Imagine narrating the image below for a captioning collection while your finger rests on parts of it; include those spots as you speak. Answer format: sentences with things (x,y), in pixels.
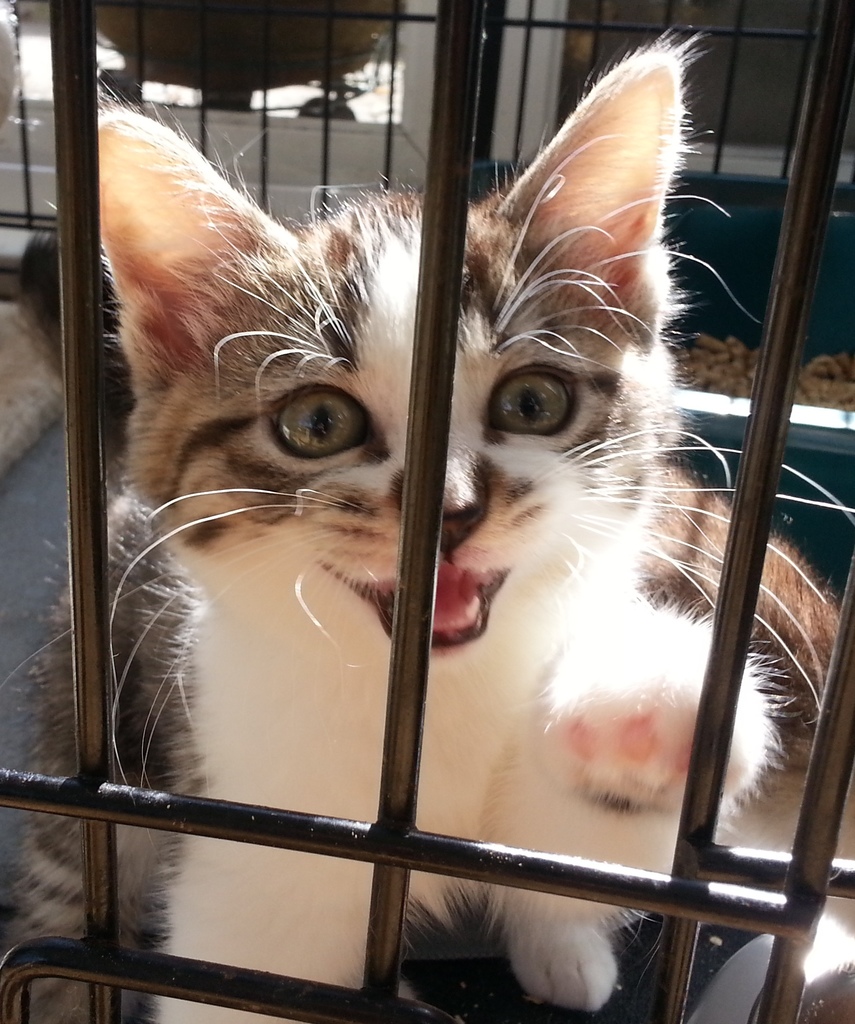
In the image there are black rods (804,188) with fencing (799,173). Behind the fencing (458,123) there is a brown and white color cat (519,535). Behind the cat (601,212) there is a fencing (206,91). And there are few objects (297,69) in the background (408,118).
